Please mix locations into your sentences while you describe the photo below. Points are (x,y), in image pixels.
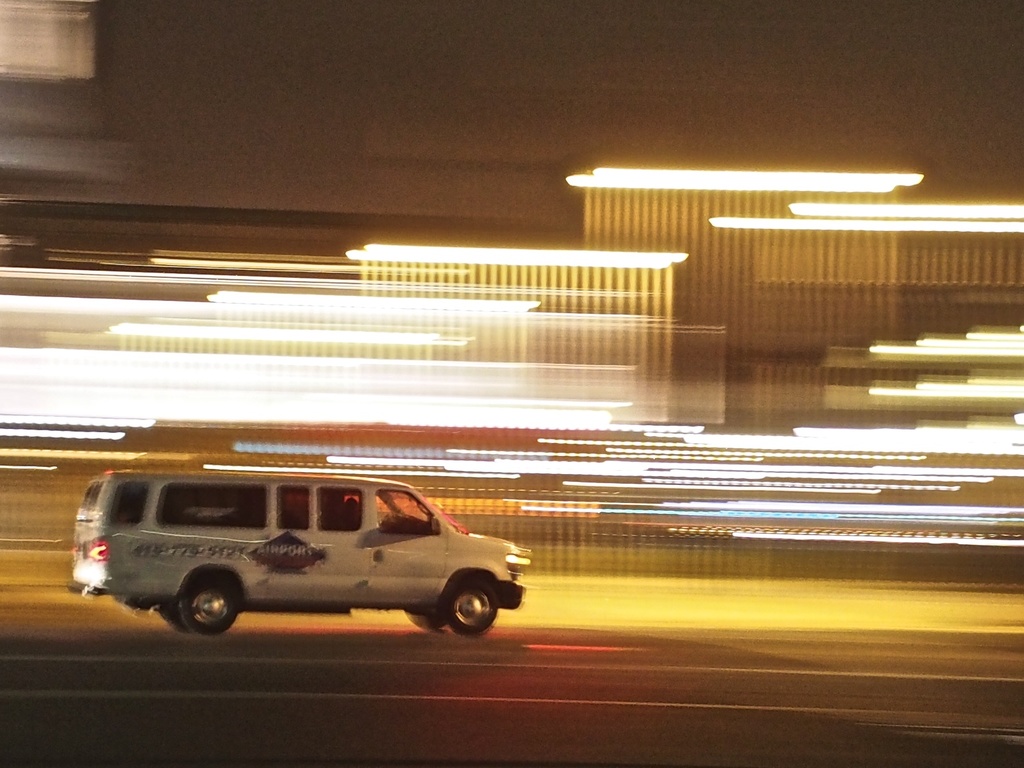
There is a vehicle (307,537) on the road (447,629) and there are few lights (502,376) beside it.
